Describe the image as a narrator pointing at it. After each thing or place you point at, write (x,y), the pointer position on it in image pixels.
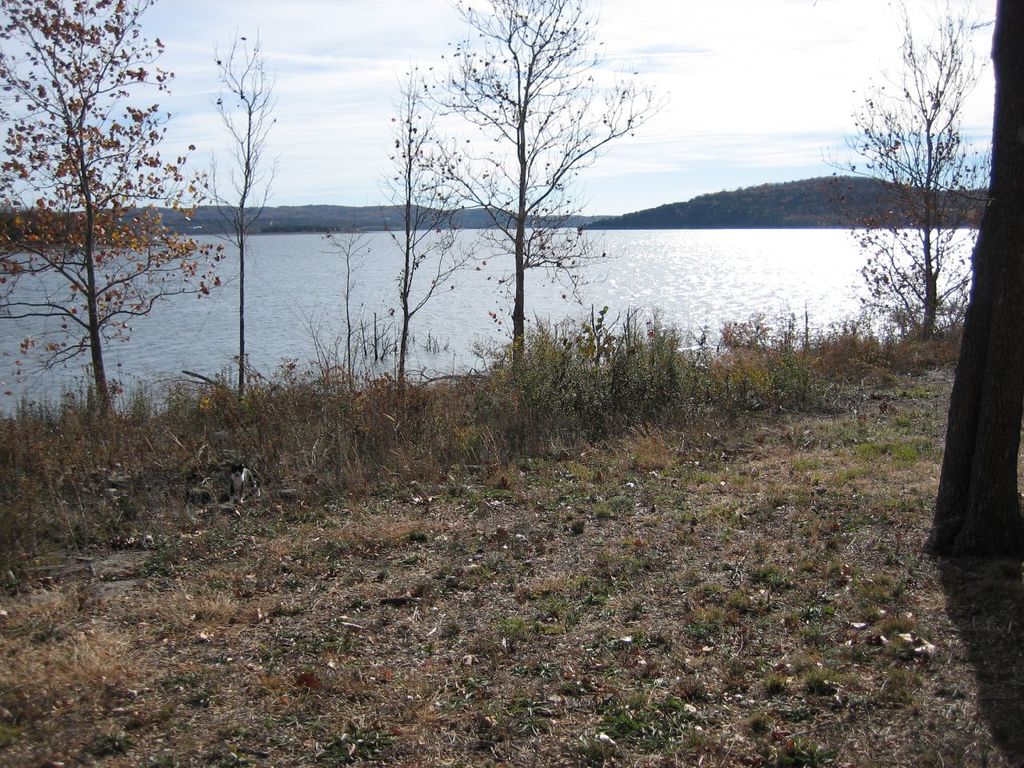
In this image we can see some grass (620,553), plants (484,402), trees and the bark (975,377) of a tree (933,541). On the backside (496,339) we can see a water body (599,286), the hills (461,221) and the sky (652,200) which looks cloudy.
